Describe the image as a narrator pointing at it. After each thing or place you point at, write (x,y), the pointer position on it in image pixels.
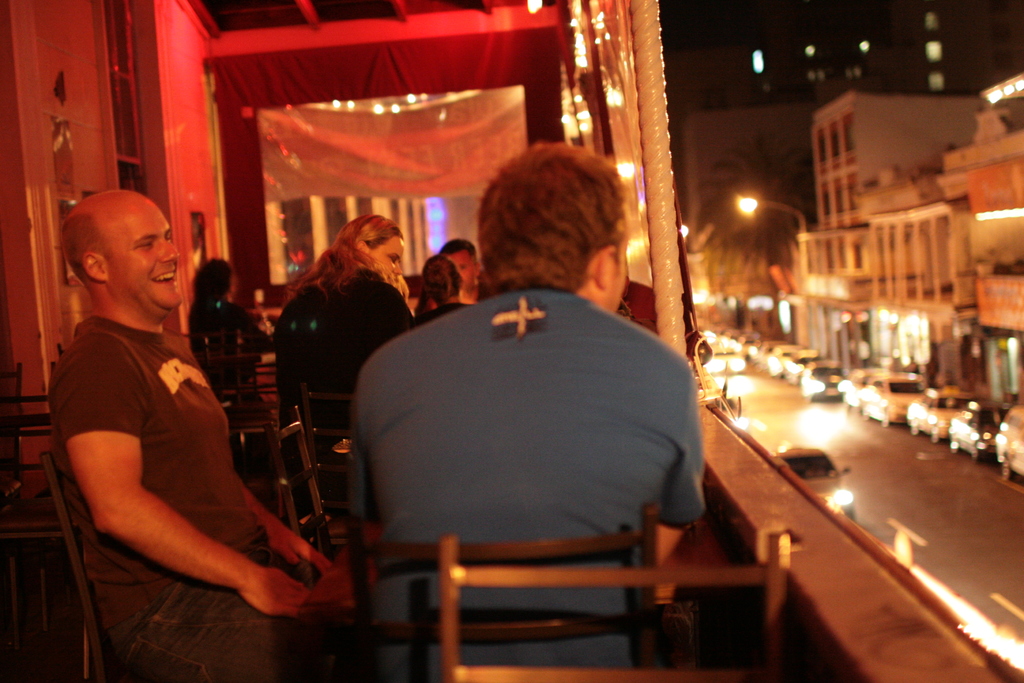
In this picture I can observe some people (433,366) sitting on the chairs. On the right side (944,523) I can observe road (835,456) and some vehicles (865,396) on the road (823,448). In the background (739,151) I can observe buildings (899,216).
